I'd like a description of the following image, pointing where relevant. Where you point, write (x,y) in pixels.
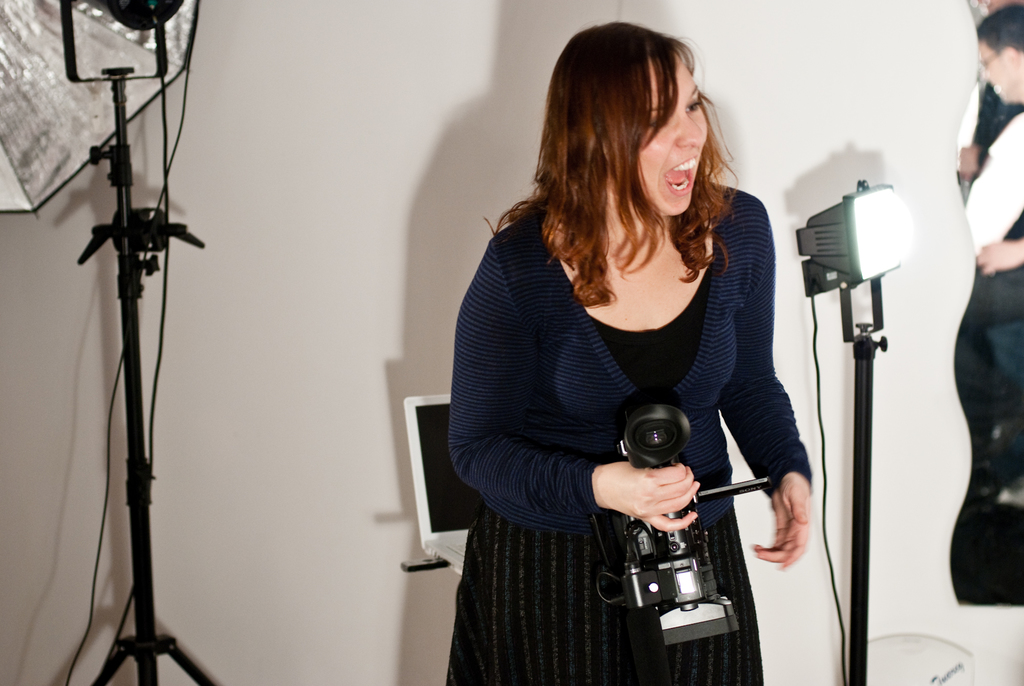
In this picture there is a woman (605,313) who is wearing a black dress (660,356) and a blue jacket (524,393). She is holding a camera (655,577). There is a white laptop (440,521) behind her. There is a light (858,268). At background (1009,147), there is a person (995,181) who is standing.
